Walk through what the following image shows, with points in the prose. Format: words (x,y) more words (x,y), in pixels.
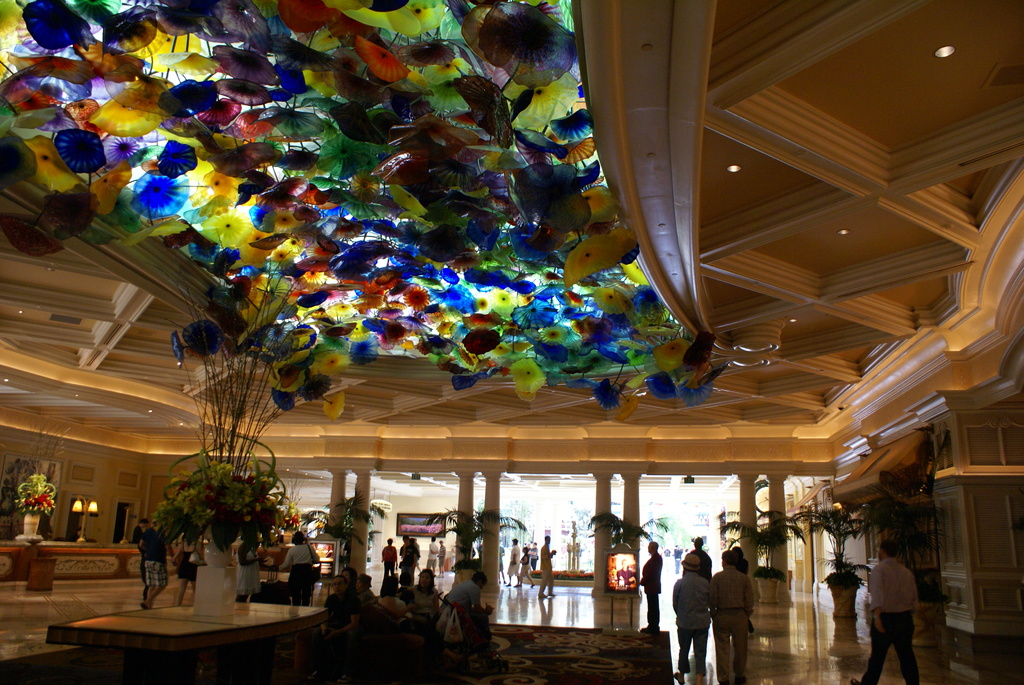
In the foreground of the image (639,635) we can see a group of people (696,577) standing on the floor (789,613), some persons (355,619) are sitting. To the left side of the image (238,494) we can see some plants (219,511) in pots (214,597) placed on the surface (227,631). In the background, we can see group of plants (921,548), pillars (756,538), photo frame (416,523) on a wall (386,521), screen (621,561) and some decors (486,297).
